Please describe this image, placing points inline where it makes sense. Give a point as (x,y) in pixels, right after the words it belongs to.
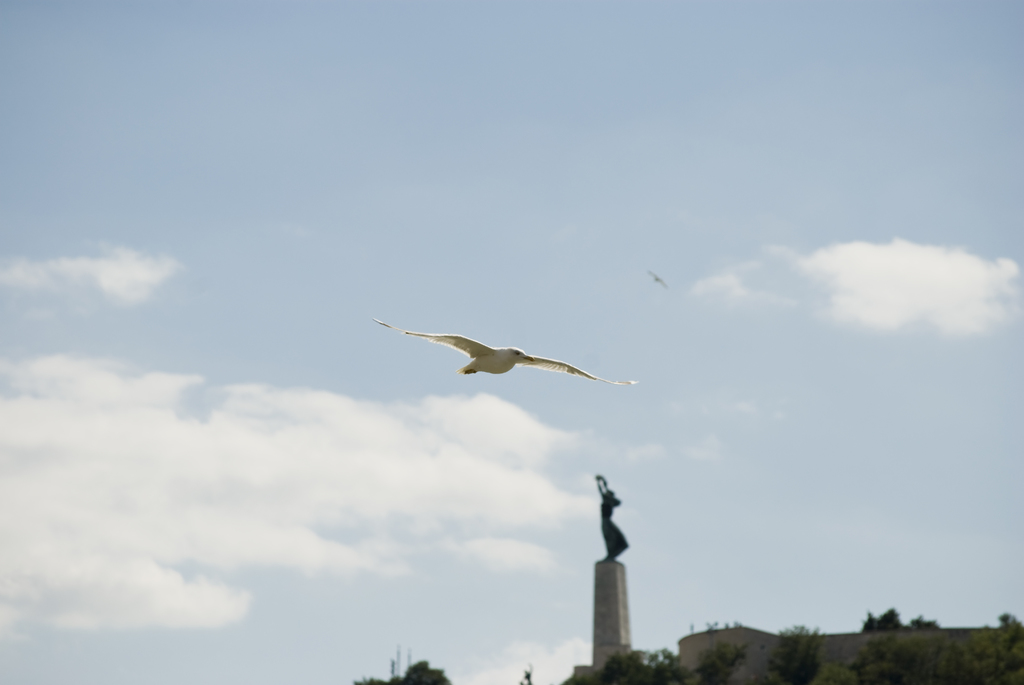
In the picture I can see a bird (476,351) is flying in the air (522,331) and there is a statue (609,515) and few trees (672,658) in the background (602,658) and the sky (357,461) is a bit cloudy.
